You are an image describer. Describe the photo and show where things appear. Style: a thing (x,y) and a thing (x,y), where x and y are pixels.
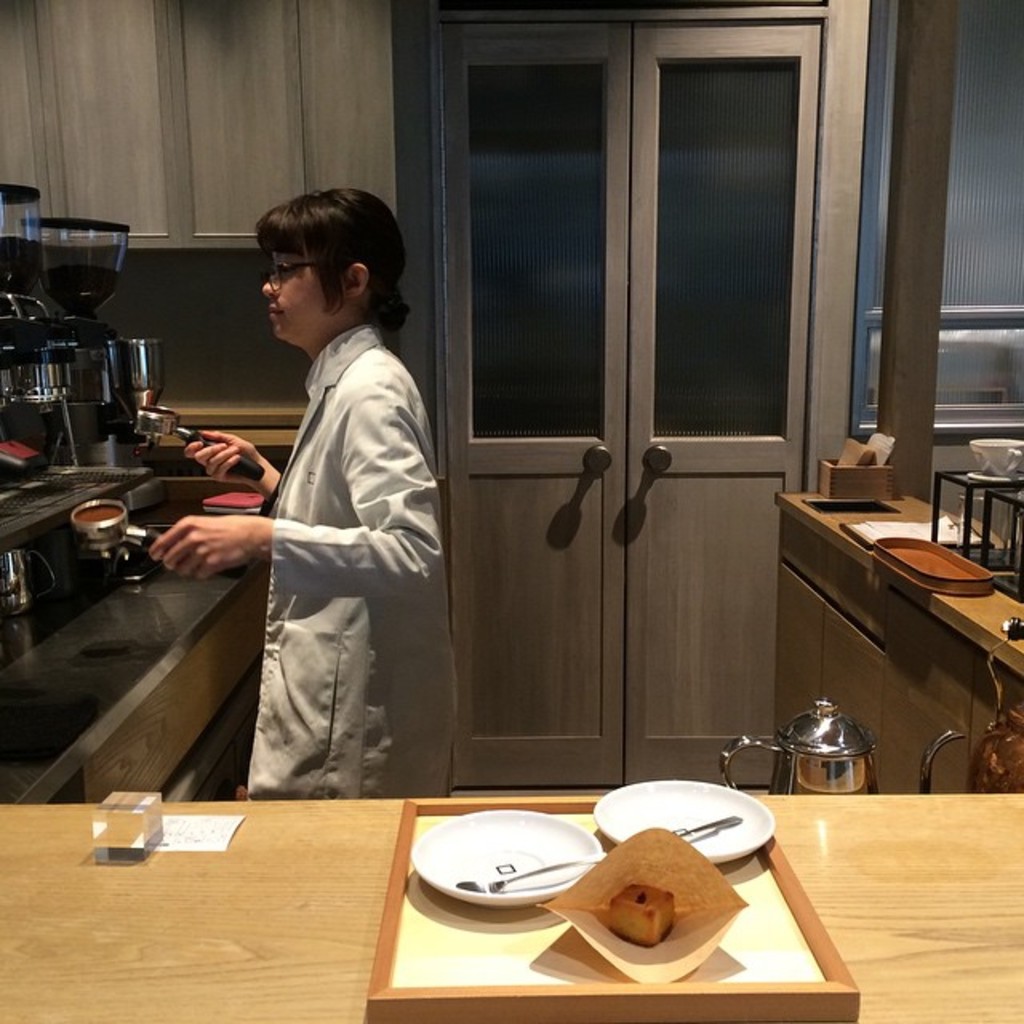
This picture is clicked inside the room (1022,368). In front of the picture, we see a table (320,884) on which plate (723,851), spoon (702,832) and food (624,910) are placed. There is a woman (400,483) in white apron (332,525) is holding portafilters (107,545). Behind her, we see a table (863,664) on which papers (876,531), box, cup (987,468) and saucer (1009,478) are placed. Beside that, we see a door (637,378). In front of her, we see a coffee machine (103,326).
